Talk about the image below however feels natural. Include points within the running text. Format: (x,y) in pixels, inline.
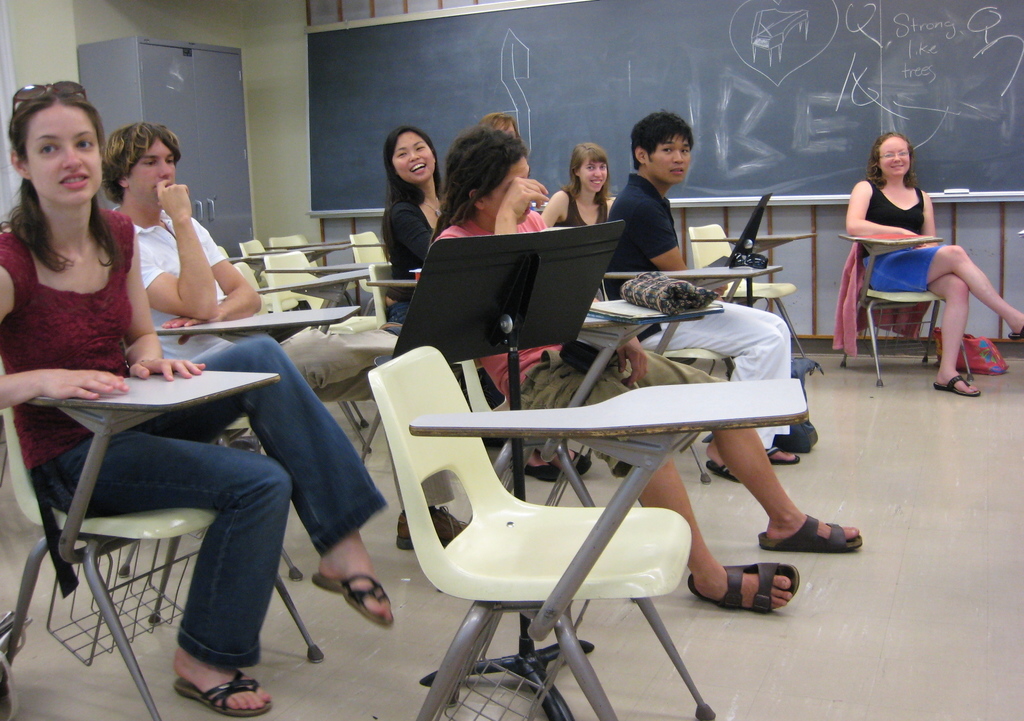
In this picture we can see 7 to 8 people (84,439) who are sitting on chairs (448,547) and the chairs (112,528) are having boards (204,384) attached to them which is used to keep books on them and write on them. In the background (738,111) we have a black board (992,93) on which some words (900,54) are written. It looks like a classroom (634,360). Here we have cabinet (207,126).
